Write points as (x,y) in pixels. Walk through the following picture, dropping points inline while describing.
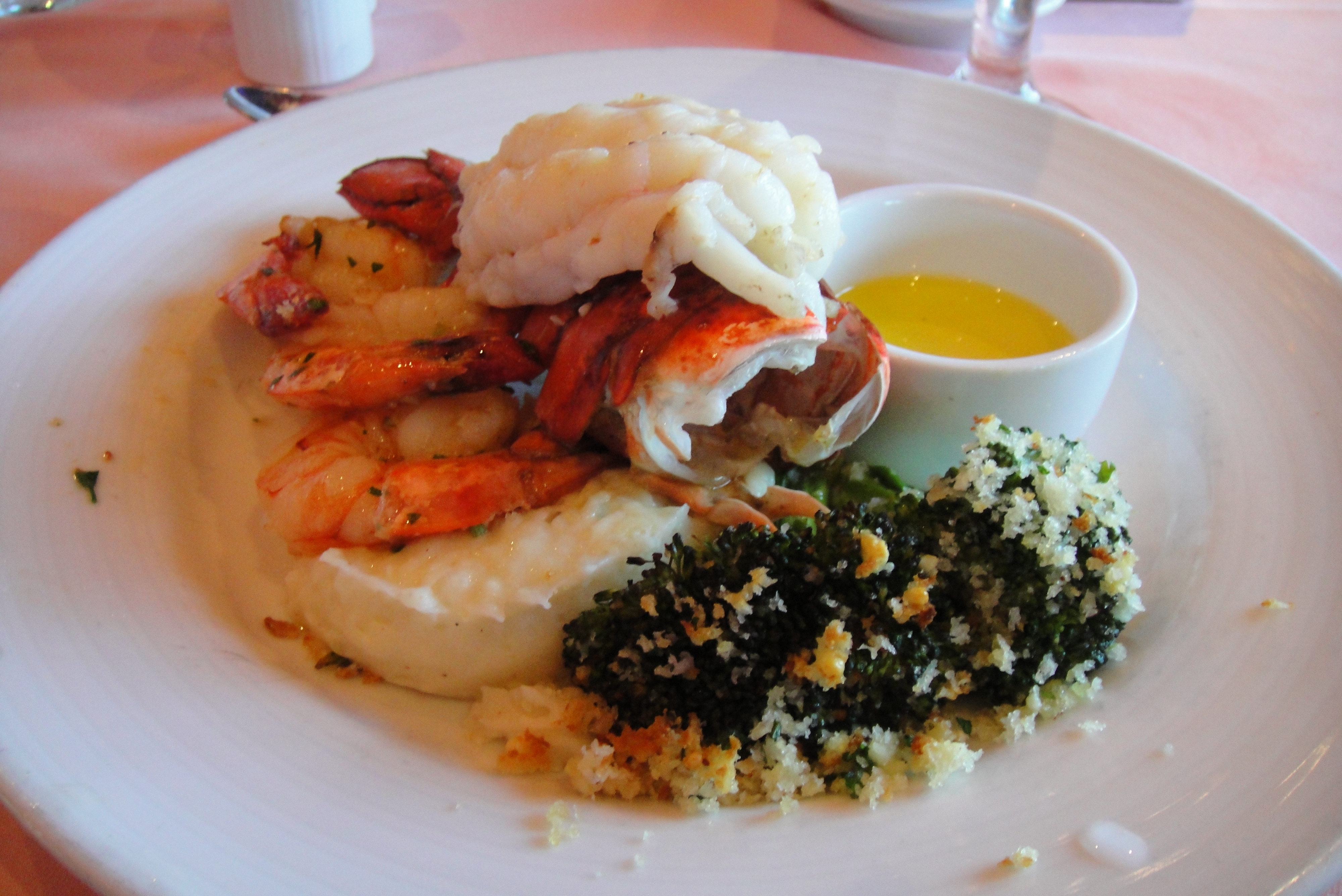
In the picture we can see a white color plate (80,573) on the table (124,142), on the plate (84,806) we can see some food item (677,150) and a bowl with some sauce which is yellow in color and beside the plate (1331,824) we can see a glass (298,50) which is white in color and a part of the spoon (275,108).
